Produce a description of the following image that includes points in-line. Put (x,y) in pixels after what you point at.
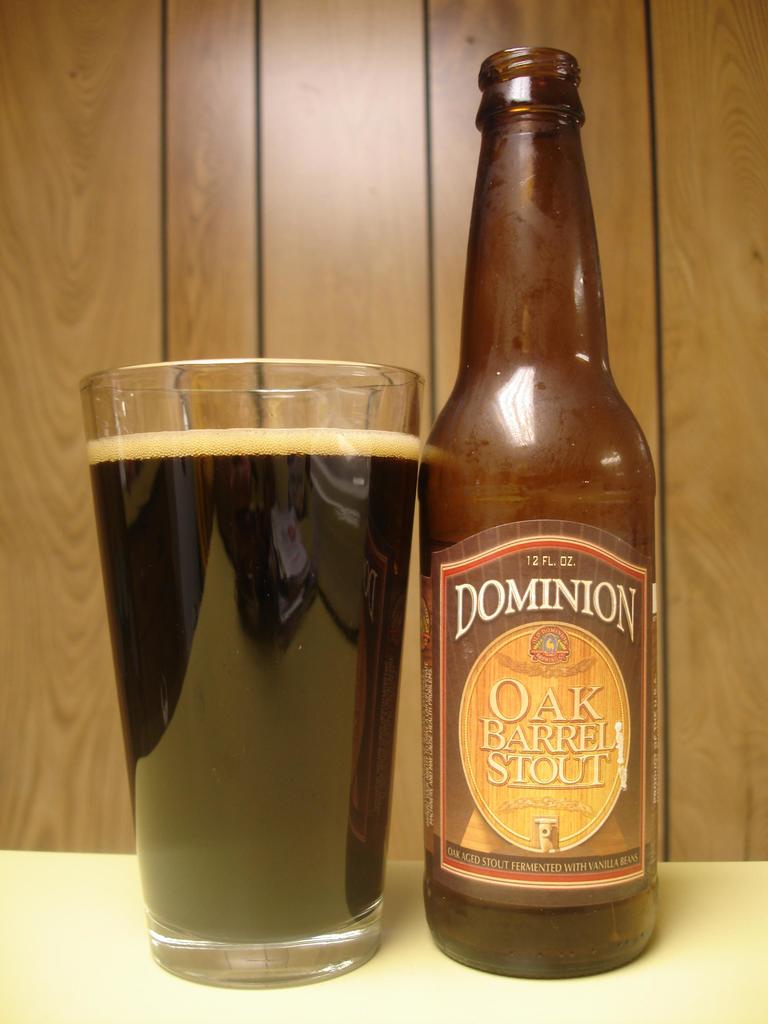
As we can see in the image there is a bottle (466,602) and glass (285,657).
